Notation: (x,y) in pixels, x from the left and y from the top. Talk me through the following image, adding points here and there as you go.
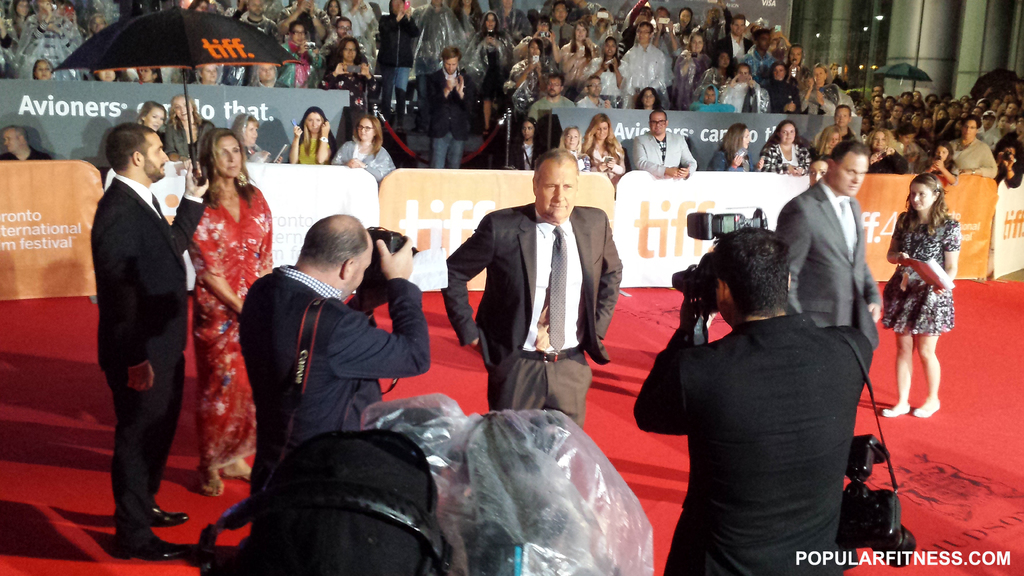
In this picture, we see many people (757,261) are standing. The man (602,275) in the middle of the picture (518,298) is posing for the photo. In front of him, we see two men (678,346) are holding the camera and they are clicking the photos on the camera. On the left side (113,249), the man (167,235) in black blazer (124,245) is standing and he is holding the black umbrella (170,23). At the bottom (378,442), we see black bag (395,476) and plastic bag (455,504). Behind them, we see the boards (362,212) in white and orange color with some text (683,215) written on it. Behind that, we see people (324,135) are standing. Beside that, we see two boards (279,122) in grey color with some text (252,113) written on it. Behind that, we see many people (579,57) are standing. In the right top (910,45), we see the pillars (913,38).
